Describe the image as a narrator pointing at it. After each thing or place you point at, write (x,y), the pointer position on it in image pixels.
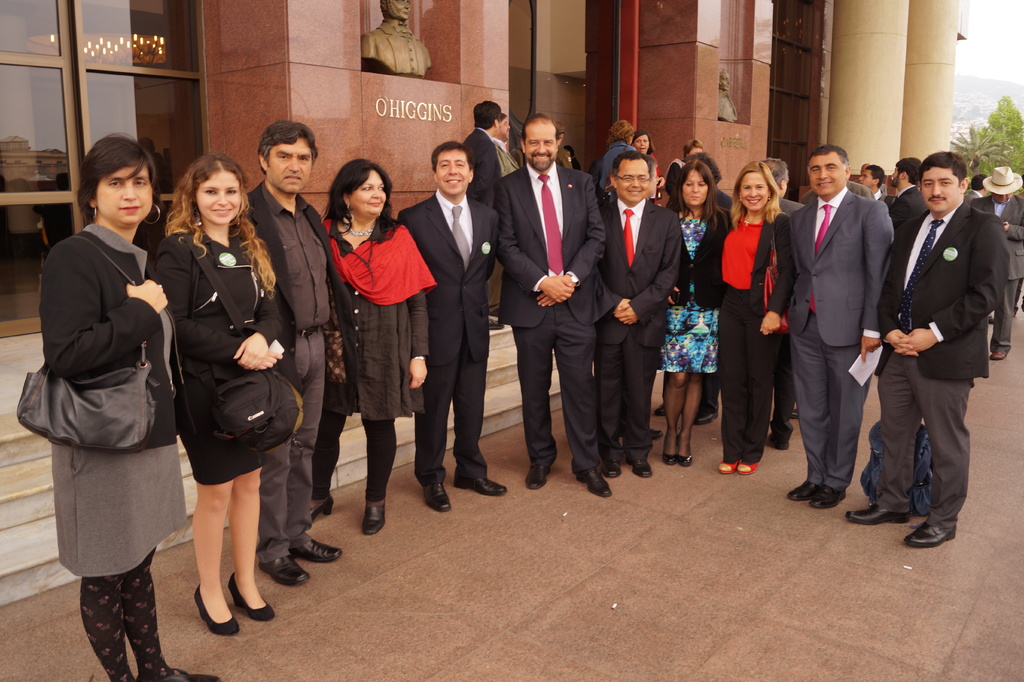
In this image, in the middle (514,250), we can see a group of people (748,245) standing. In the background (65,198), we can see a door (80,92), statue (409,45), pillars (675,37). In the background (912,184), we can also see a group of people (894,175), trees (1004,107), plants (1005,142). At the top (1001,35), we can see a sky (1010,52).
